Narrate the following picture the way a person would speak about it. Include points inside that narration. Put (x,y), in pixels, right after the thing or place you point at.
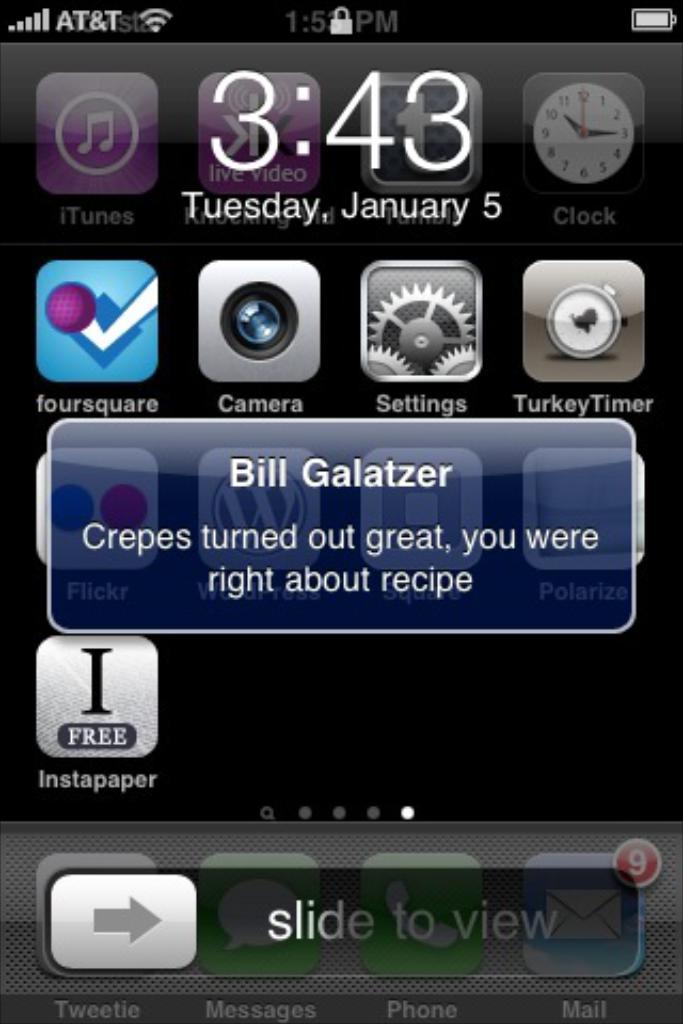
In this image we can see the screenshot of an iPhone (399,716) where we can see icons (245,374), time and date (488,206), battery symbol (648,22) and a message (312,451) popped here.
